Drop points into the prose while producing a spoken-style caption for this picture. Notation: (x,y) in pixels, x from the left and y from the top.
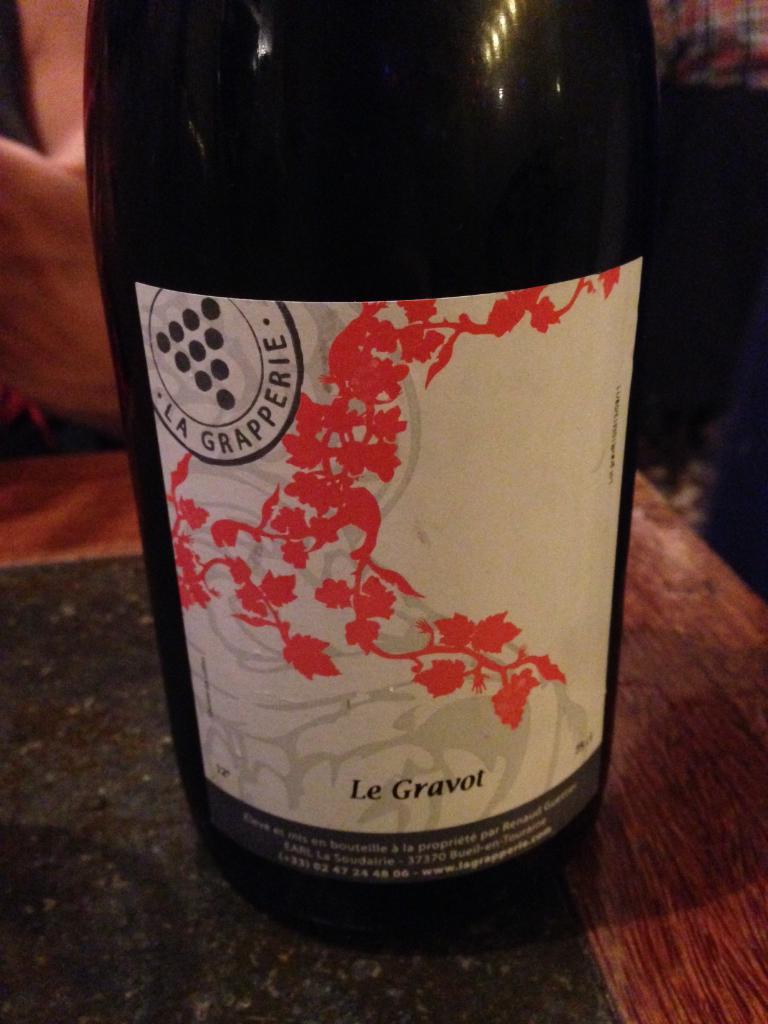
In this image we can see a bottle (428,684) on the surface (678,629) and also we can see some image (311,465) and text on it.
